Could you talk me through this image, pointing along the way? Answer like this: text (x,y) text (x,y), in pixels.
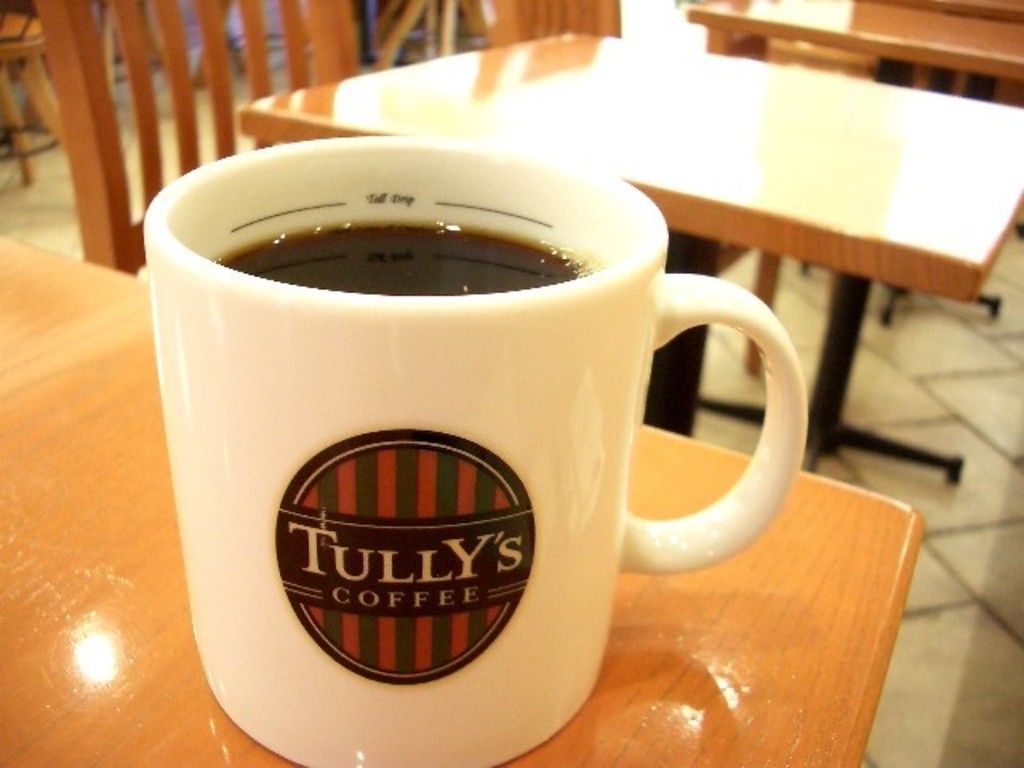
In this image I see a cup (623,533) in which there is a drink (257,252) and it is on a table (847,736). In the background (83,186) I see chairs (104,141) and tables (950,23).
